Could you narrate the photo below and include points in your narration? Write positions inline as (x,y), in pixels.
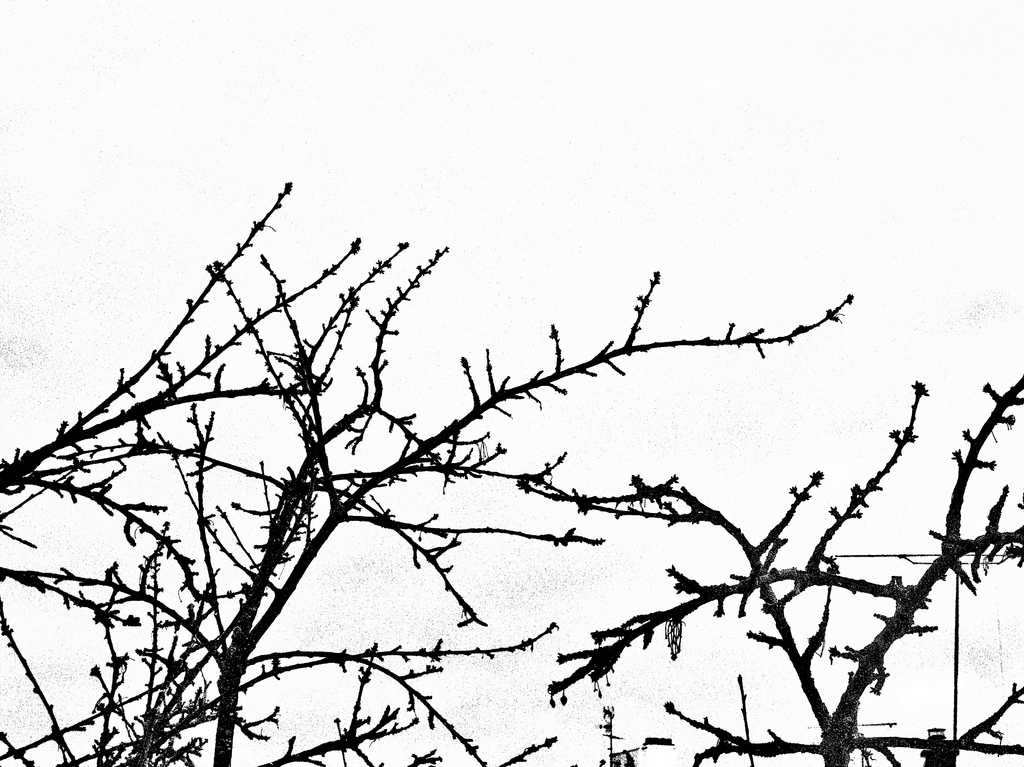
This image consists of a dry tree (488,373). In the background (615,127), there is a sky (325,297).
